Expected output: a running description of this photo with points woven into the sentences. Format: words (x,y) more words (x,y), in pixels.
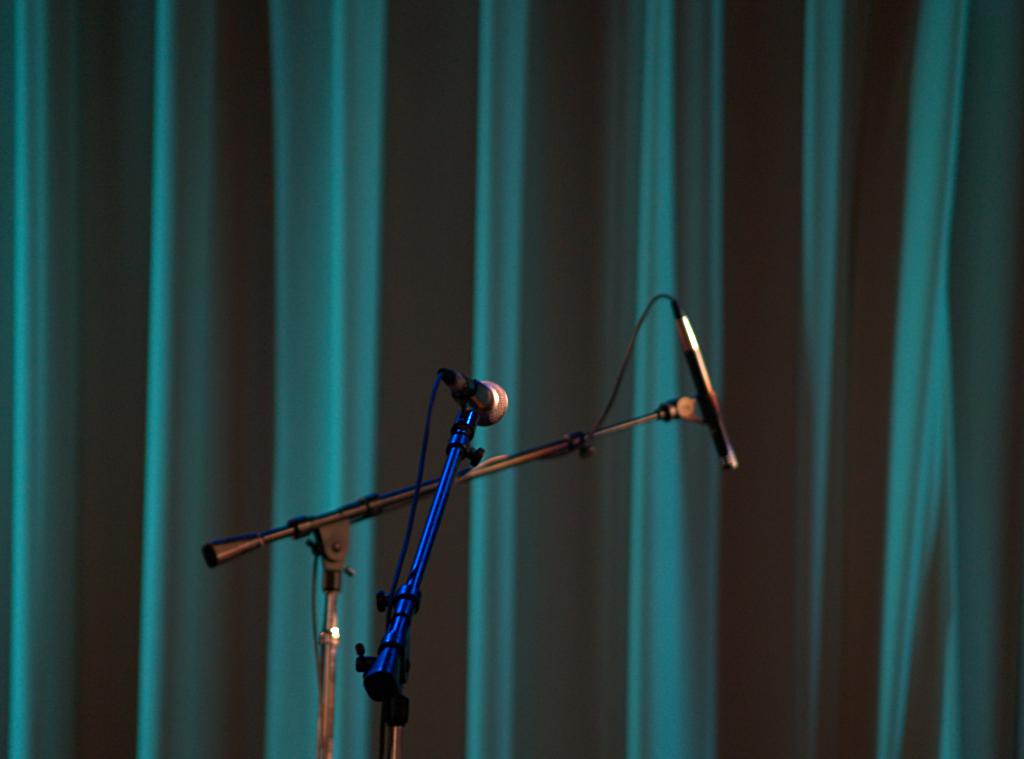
In this image we can see two microphones (705,404) with wires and stands (435,526). There is one object (390,522) on the background (88,490) looks like a curtain (804,255).
